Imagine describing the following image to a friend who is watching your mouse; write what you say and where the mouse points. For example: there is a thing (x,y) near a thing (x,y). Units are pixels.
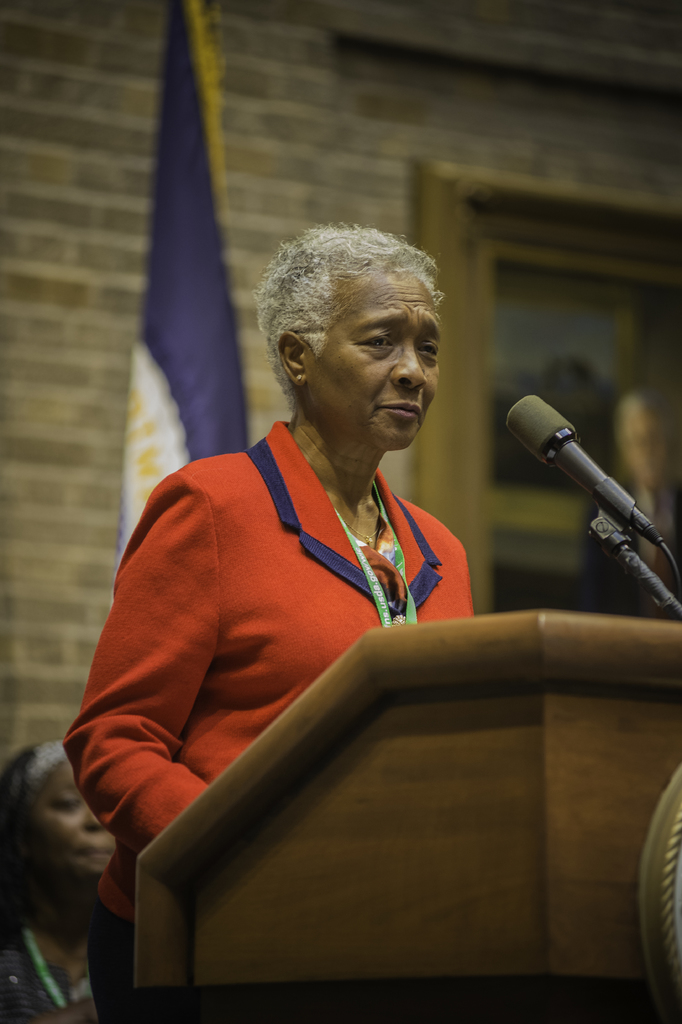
In the center of the image (431,391) we can see a lady (170,752) is standing in-front of the podium (425,723) and talking. On the podium (456,780), we can see a mic (603,507) with stand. In the background of the image (648,356) we can see the wall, flag (162,293), window (508,465). In the bottom left corner (16,977) we can see a lady (72,954) is sitting.
